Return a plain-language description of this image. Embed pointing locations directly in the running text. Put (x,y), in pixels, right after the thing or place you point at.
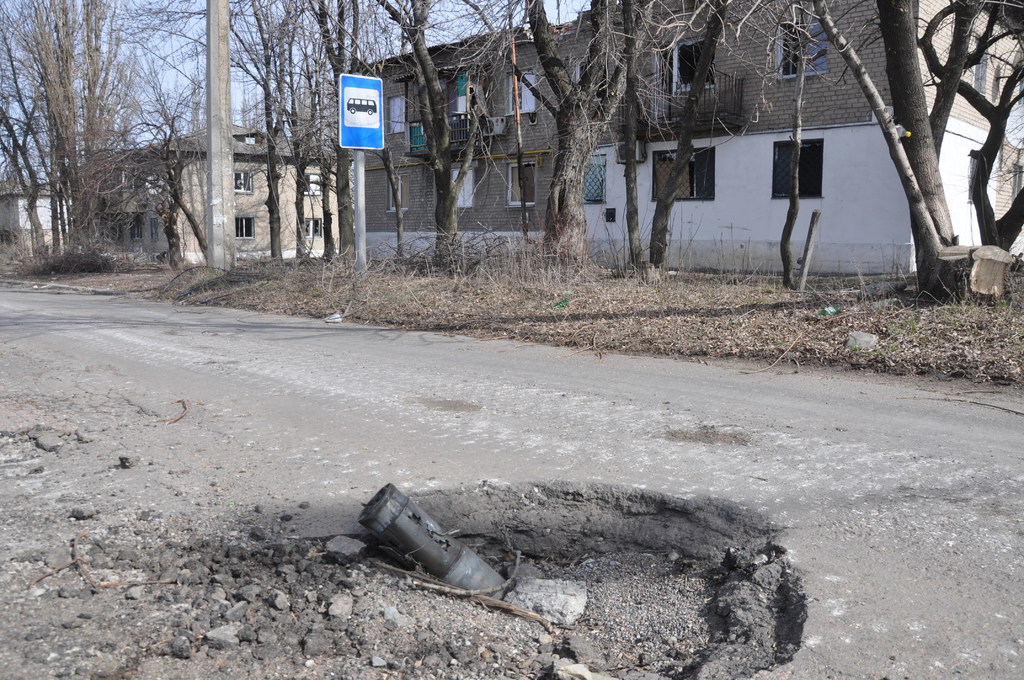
In this picture we can see many buildings (492,142) and trees (93,167). At the bottom (371,522) there is a steel pipe (367,510) near to the road (420,481). In the center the bus sign board (363,102), beside that there is a concrete pole (213,258). At the top (454,3) there is a sky (454,3). On the left (126,272) we can see grass (355,298) and plants (42,270).
